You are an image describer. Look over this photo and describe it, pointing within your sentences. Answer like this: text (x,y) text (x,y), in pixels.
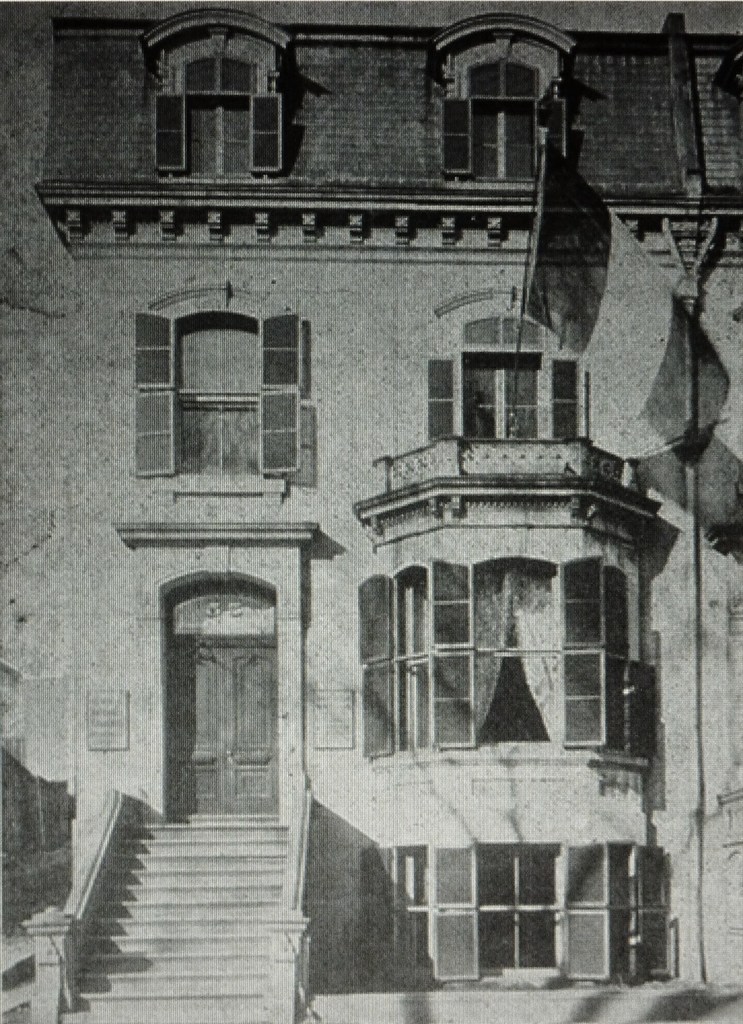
This is black and white image. Here I can see a building (259,711) along with the doors (217,724) and windows (218,393). On the left side (225,900) I can see the stairs (200,917) in front of the building (340,731).
